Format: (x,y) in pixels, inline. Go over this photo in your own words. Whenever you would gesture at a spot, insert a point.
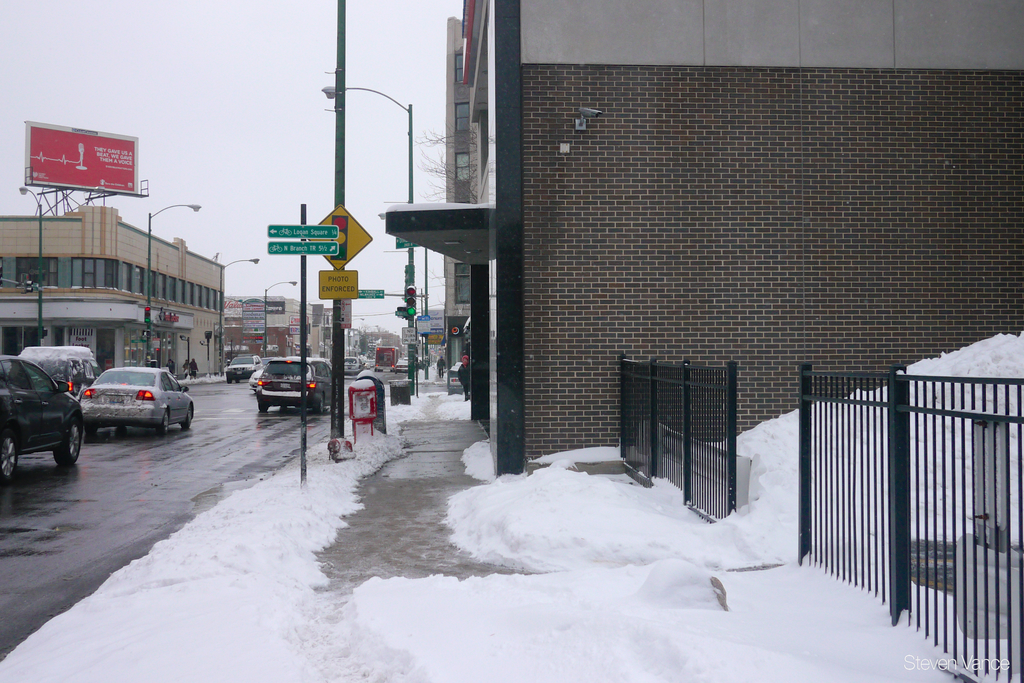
This image is clicked on the road (69,466). At the bottom (452,602), there is snow (469,653) on the pavement (675,540). On the right (817,466), there is a fencing (997,541). On the left (104,260) and right, there are buildings (588,279). We can see the cars (153,401) moving on the road (142,454). In the middle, there are poles (341,94). At the top (190,67), there is a sky (190,67).
